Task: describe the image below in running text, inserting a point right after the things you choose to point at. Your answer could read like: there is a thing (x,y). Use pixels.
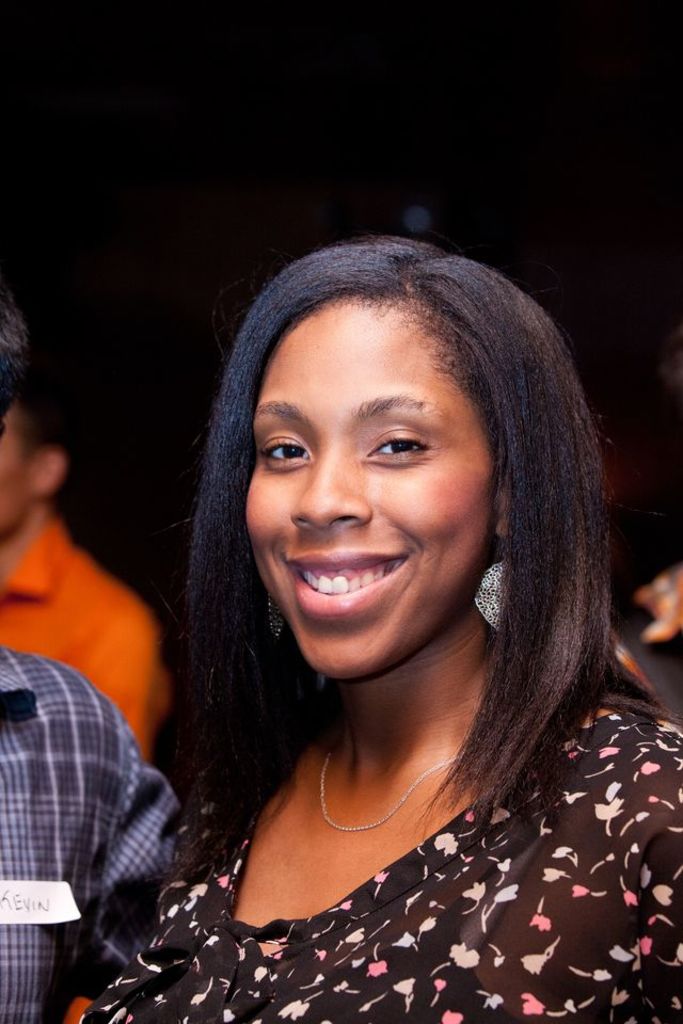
In this picture I can see a woman (274,558) smiling, there are group of people (10,448), and there is dark background (21,145).
